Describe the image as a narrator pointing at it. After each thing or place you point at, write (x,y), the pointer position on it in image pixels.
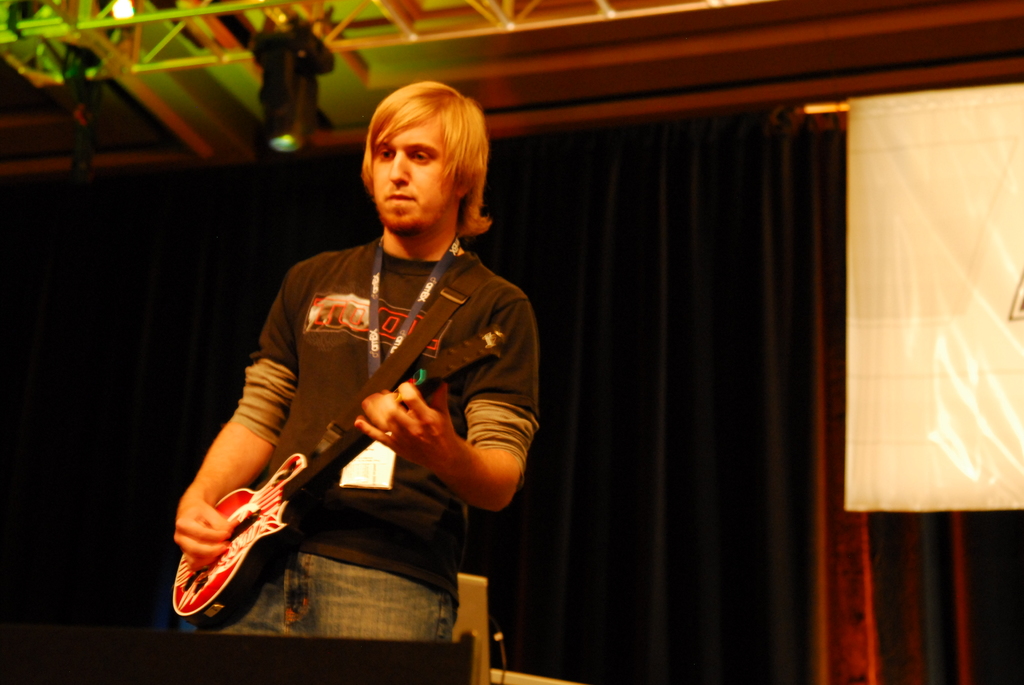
Here we can see a man (320,492) holding a guitar (243,551) and playing a guitar (185,591) and he is wearing an ID card (376,451) and behind him we can see a black curtain (708,320) and at the middle of right we can see a flag (1009,328).
